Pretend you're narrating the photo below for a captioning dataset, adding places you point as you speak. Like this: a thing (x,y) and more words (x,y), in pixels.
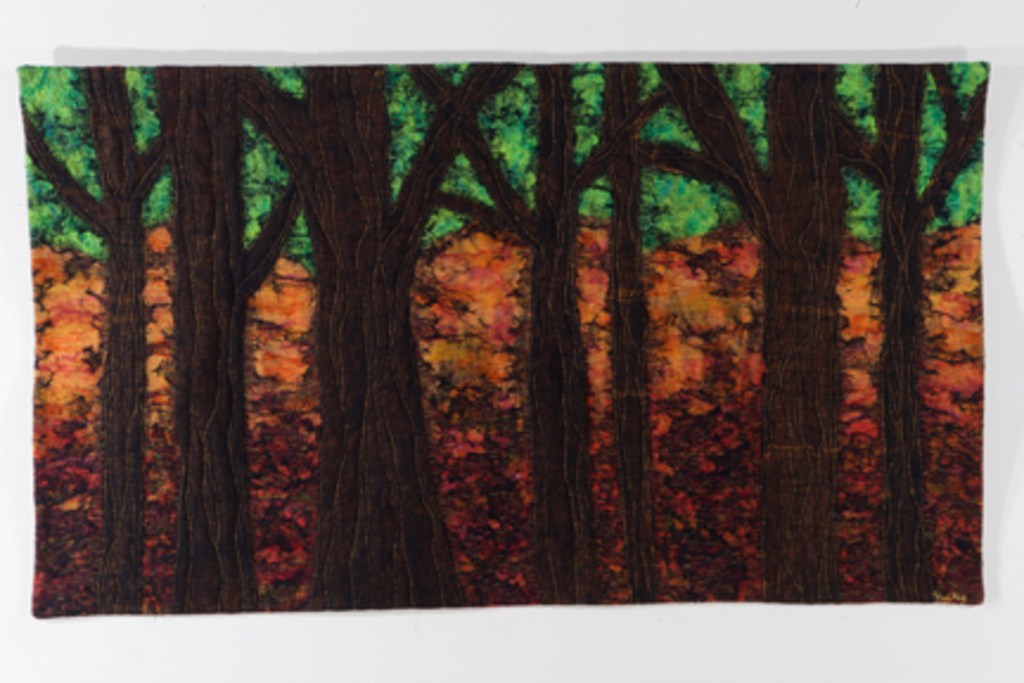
In the picture we can see a painting (275,449) of trees (827,424) and behind it we can see orange color plants (506,306).
